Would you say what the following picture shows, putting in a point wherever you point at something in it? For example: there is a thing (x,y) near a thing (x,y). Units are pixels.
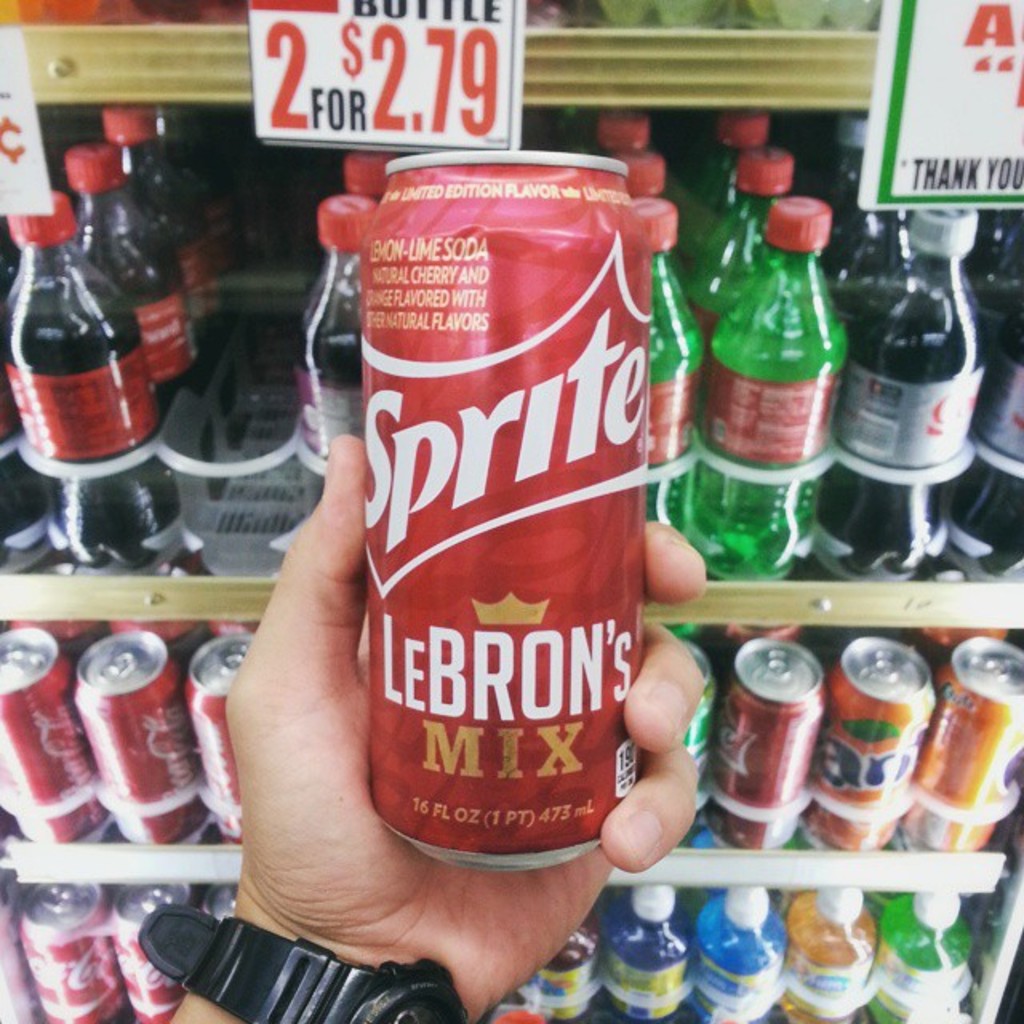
In this image in the middle (345,565) there is a man (325,924) holding tin (470,507) he wears watch (329,989). In the background (872,438) there are many bottles (737,499), tins (779,744) and poster (915,94).
